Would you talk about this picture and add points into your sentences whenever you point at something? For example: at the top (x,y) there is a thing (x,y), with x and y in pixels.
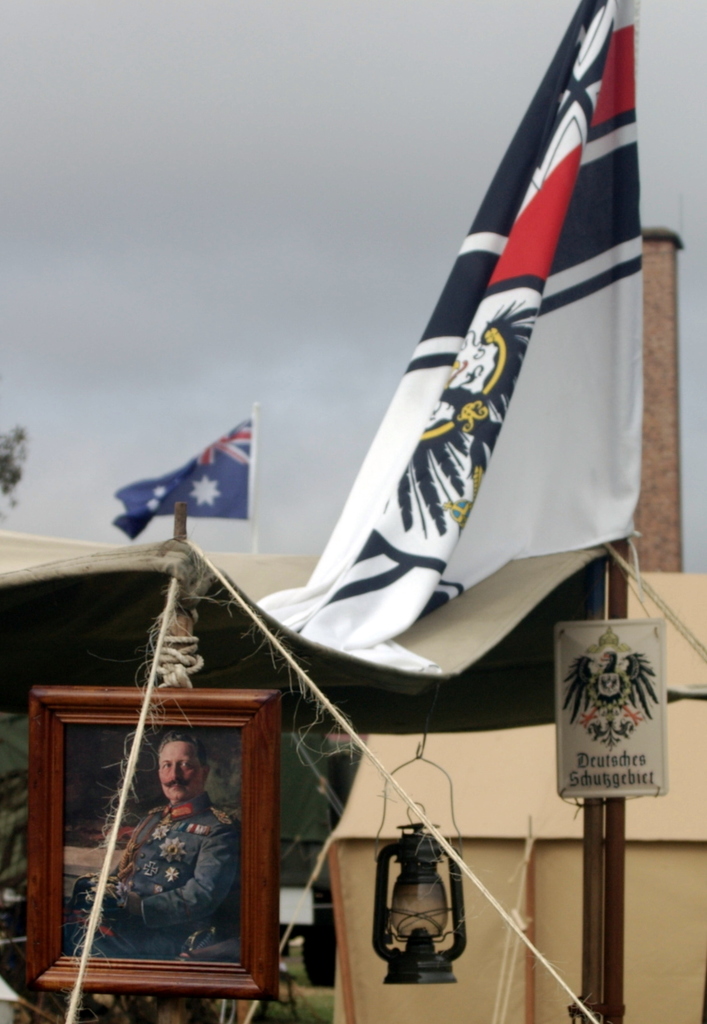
In this picture we can see two flags (408,441), there is a photo frame (231,854) of a person (185,860) in the front (185,860), on the right side (629,701) there is a board (598,739), we can see lantern (444,962) here, there is the sky (241,39) at the top of the picture (290,119).
